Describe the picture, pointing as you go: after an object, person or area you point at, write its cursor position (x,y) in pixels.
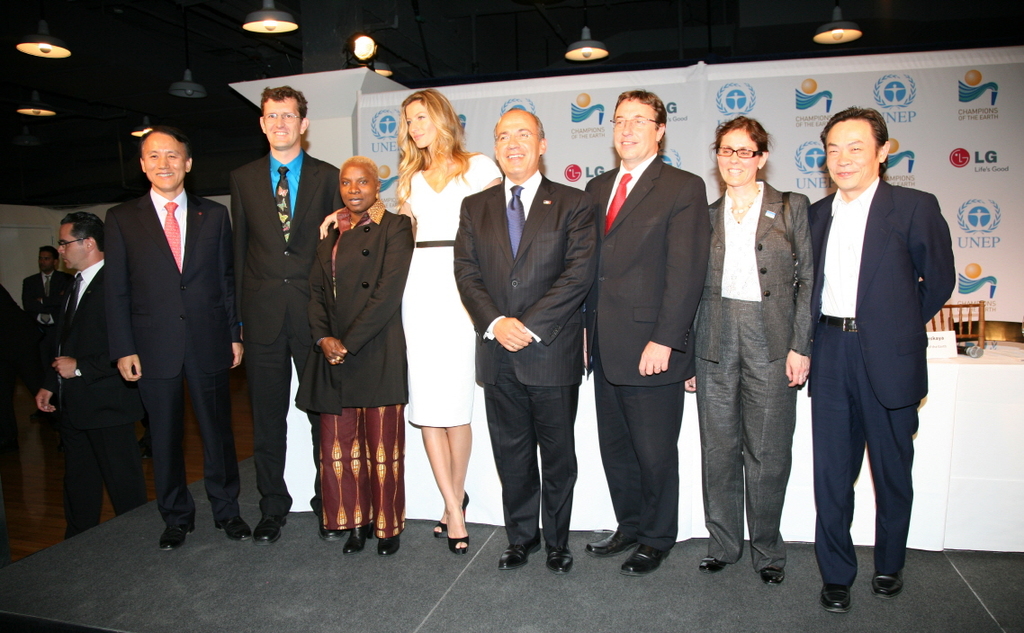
Here we can see few persons (502,391). This is floor (25,492) and there are lights (830,39). In the background (977,472) we can see a table (982,446), cloth (991,513), chair (977,330), and a banner (808,73).
